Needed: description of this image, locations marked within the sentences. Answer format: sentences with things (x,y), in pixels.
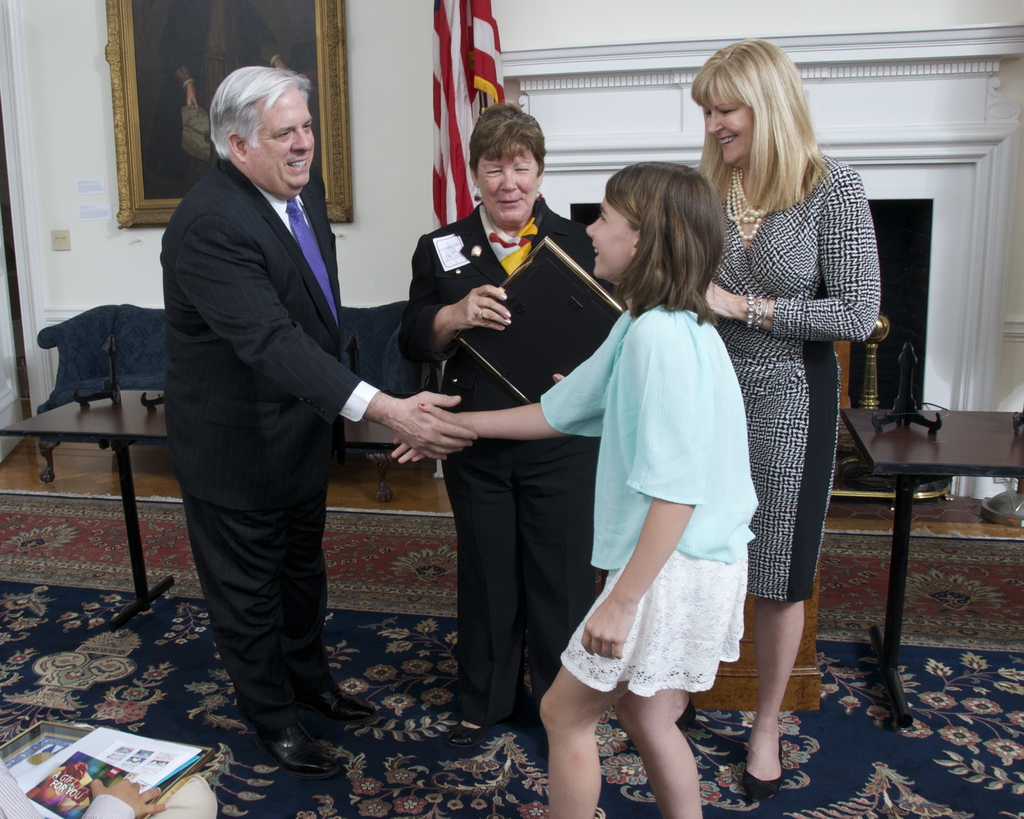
In this image in the foreground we can see some people (762,749) and at the bottom (168,810) someone (183,800) holding some papers (198,751), and in the background (192,121) we can see a photo frame (332,195) on the wall (361,165).
